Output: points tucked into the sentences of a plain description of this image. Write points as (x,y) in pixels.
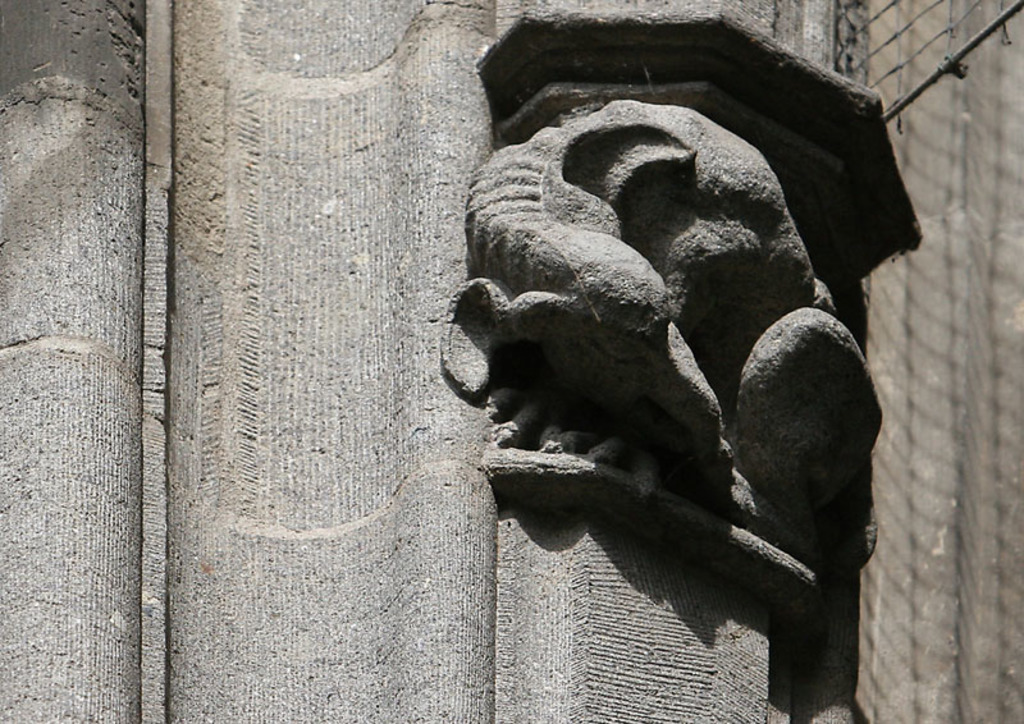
In this image I can see the statue (471,284) to the wall (439,271) and the wall (330,293) is in gray color.
